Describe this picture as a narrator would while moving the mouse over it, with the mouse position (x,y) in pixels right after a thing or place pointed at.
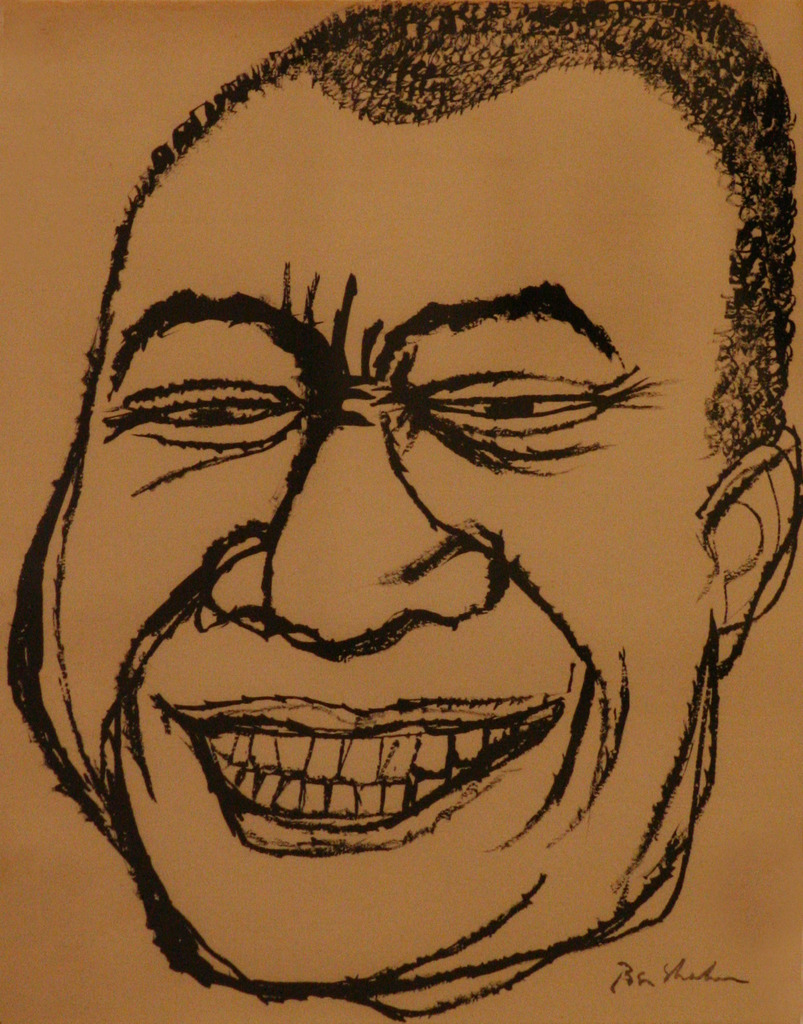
In this image I can see an art (63,705) of a person face (81,699) on the paper (177,46) and the art (302,725) is in black color.
